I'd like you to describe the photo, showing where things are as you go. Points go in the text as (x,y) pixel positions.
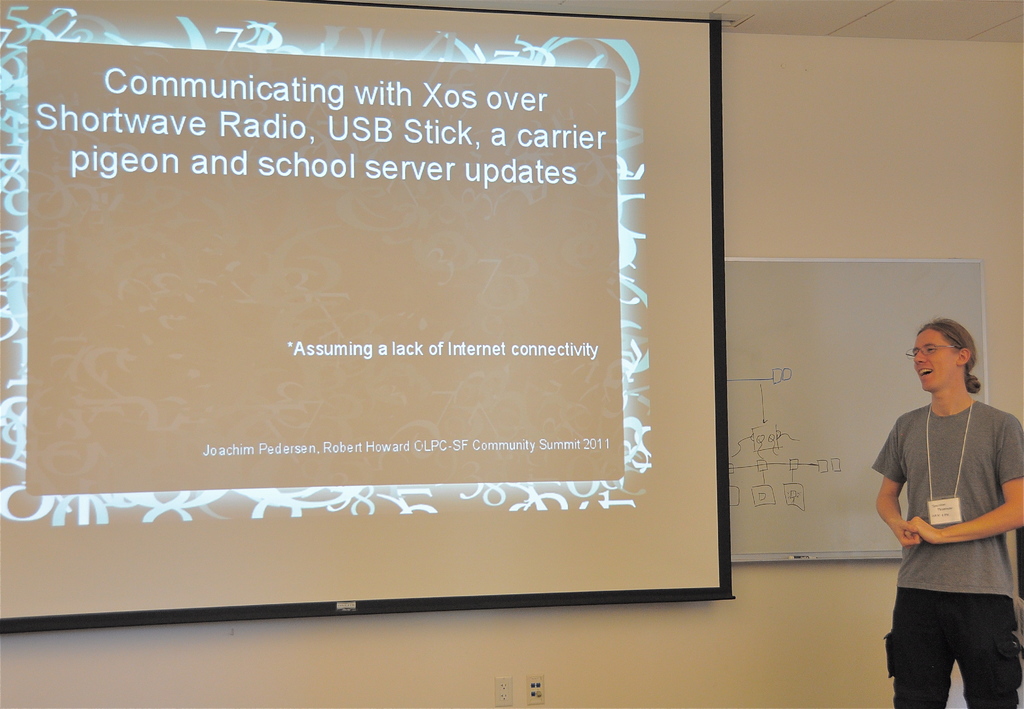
In this picture I can observe a person (920,381) standing on the right side (932,484). In the middle of the picture (660,328) I can observe projector display screen (464,371). I can observe some text (249,128) in the screen (349,224). In the background (771,169) there is a wall (789,189).
